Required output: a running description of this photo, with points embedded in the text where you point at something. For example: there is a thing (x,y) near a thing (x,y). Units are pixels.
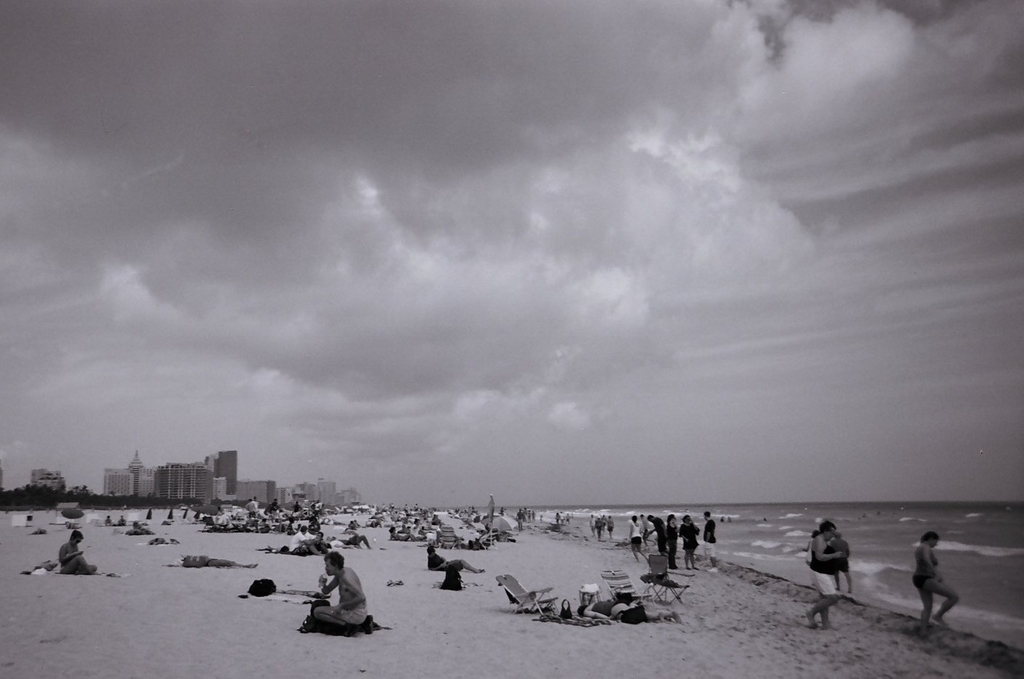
In the image we can see there are many people (646,524) around and they are wearing clothes (636,541). There are chairs (665,582), this is a sand (628,633), water (912,539), buildings (211,479), trees (52,488) and a cloudy sky (557,274).
